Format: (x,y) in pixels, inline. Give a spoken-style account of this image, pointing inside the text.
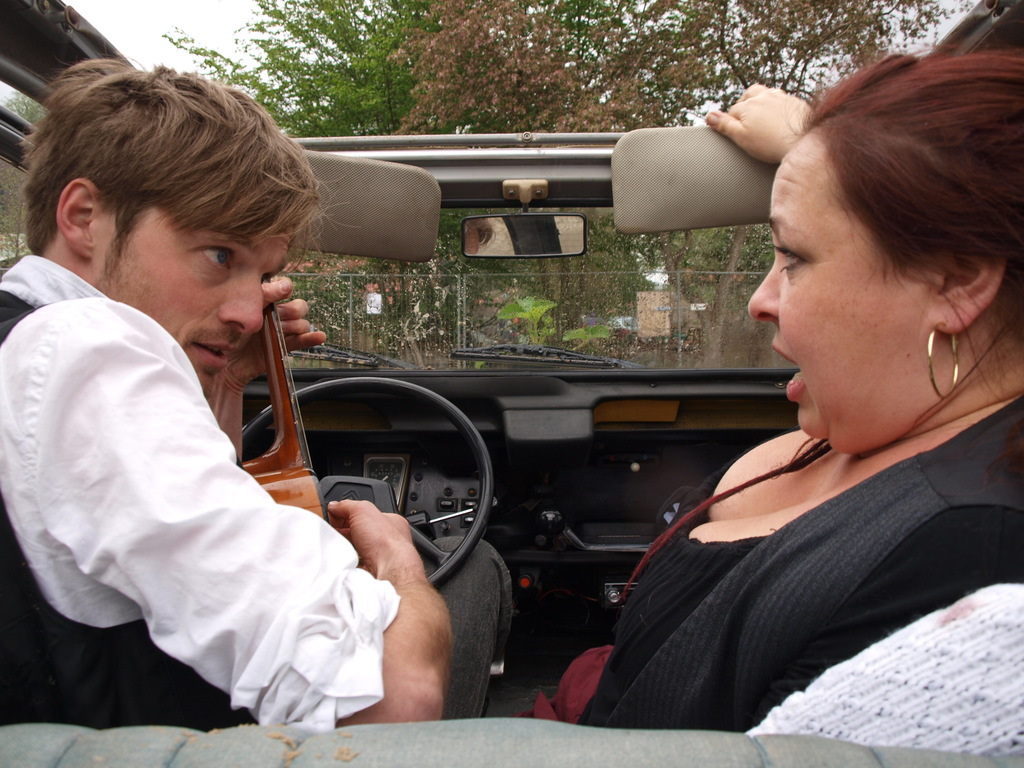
In this image, There is a car (821,756) in that car (36,755) in the left side (64,611) there is a man (276,596) who is holding a string instrument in the right side (793,720) there is a woman (976,574) sitting in the car (258,743).
